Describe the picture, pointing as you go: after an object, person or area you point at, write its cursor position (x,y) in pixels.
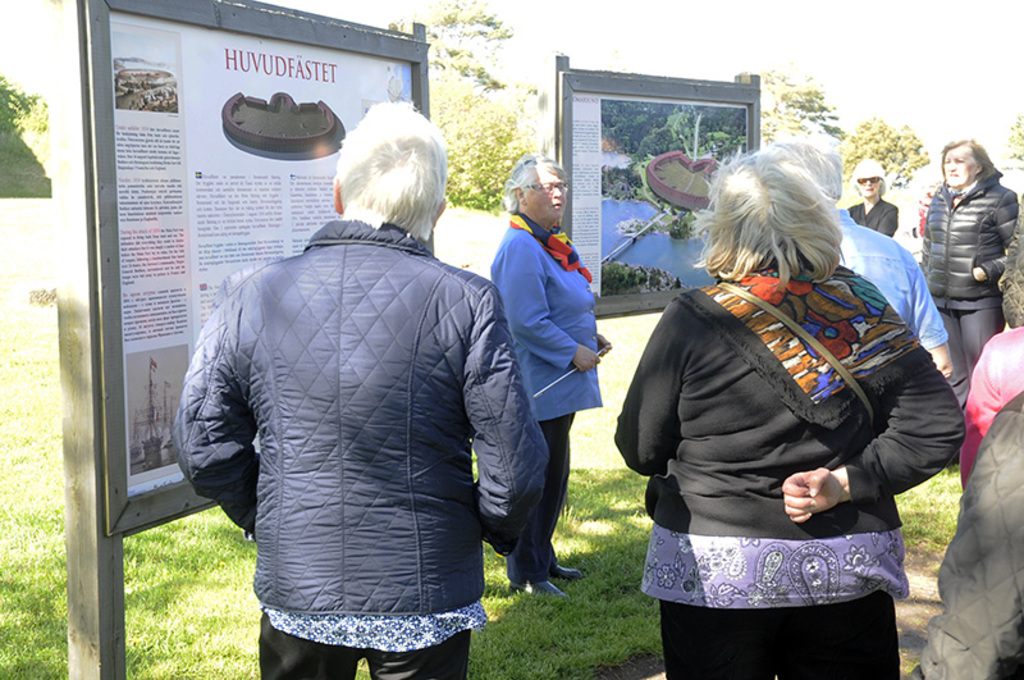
In this image I can see group of people (697,305) standing. In front (423,406) the person (530,415) is wearing blue and black color dress (416,633) and I can see few boards (335,165) attached to the wooden poles (109,581) and I can see few trees (554,117) in green color.
